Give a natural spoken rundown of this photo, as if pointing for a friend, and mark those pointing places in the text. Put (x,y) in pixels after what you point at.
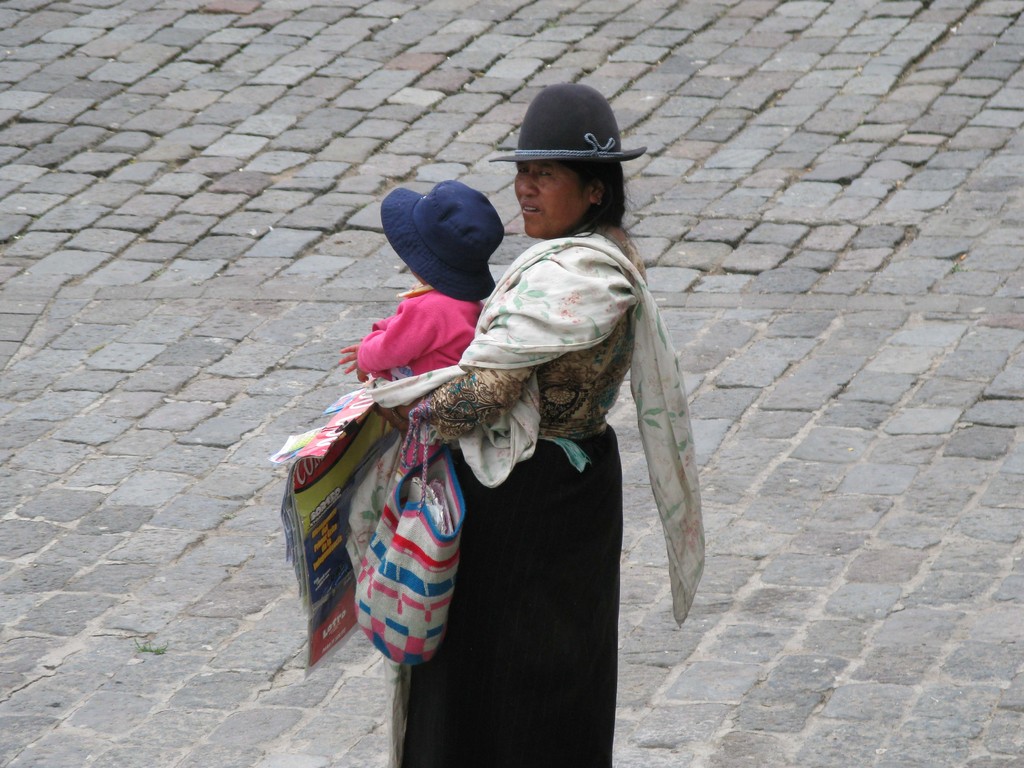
In this image in front (471,579) there is a lady (535,257) holding the baby (457,354) and a bag (389,512). She is standing on the road (855,347).
